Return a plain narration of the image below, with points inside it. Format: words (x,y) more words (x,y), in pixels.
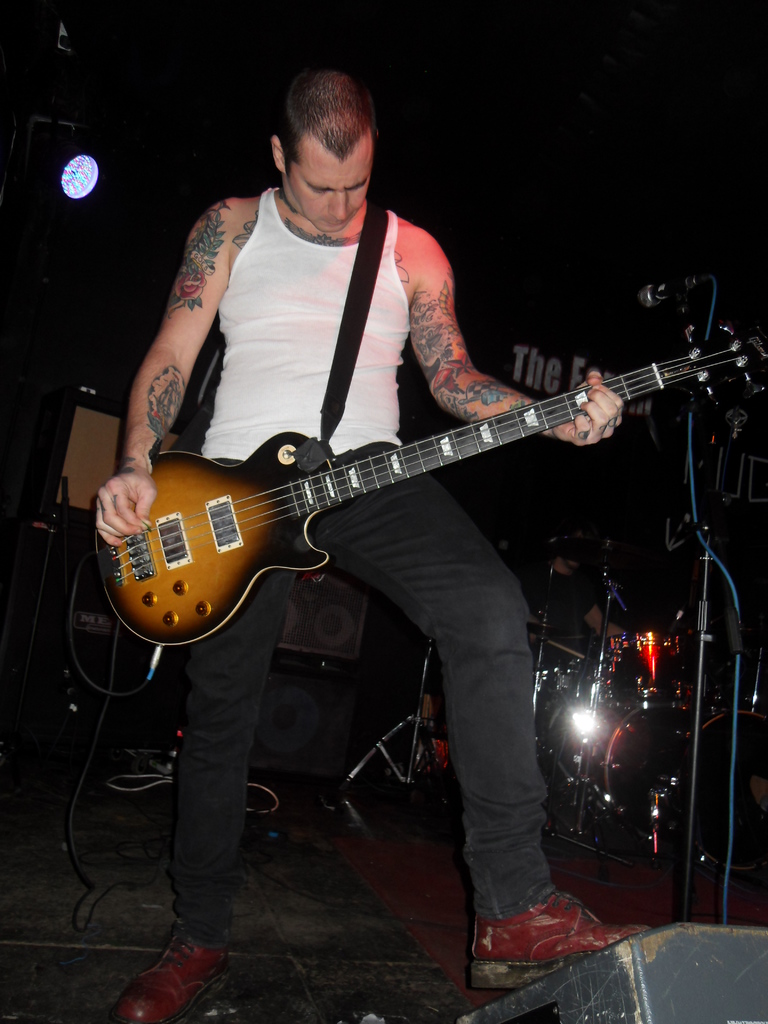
In this picture we can see a man (530,920) who is standing and playing a guitar (627,381). On the background (619,728) we can see some musical instruments (756,851). And this is the light (90,176).
